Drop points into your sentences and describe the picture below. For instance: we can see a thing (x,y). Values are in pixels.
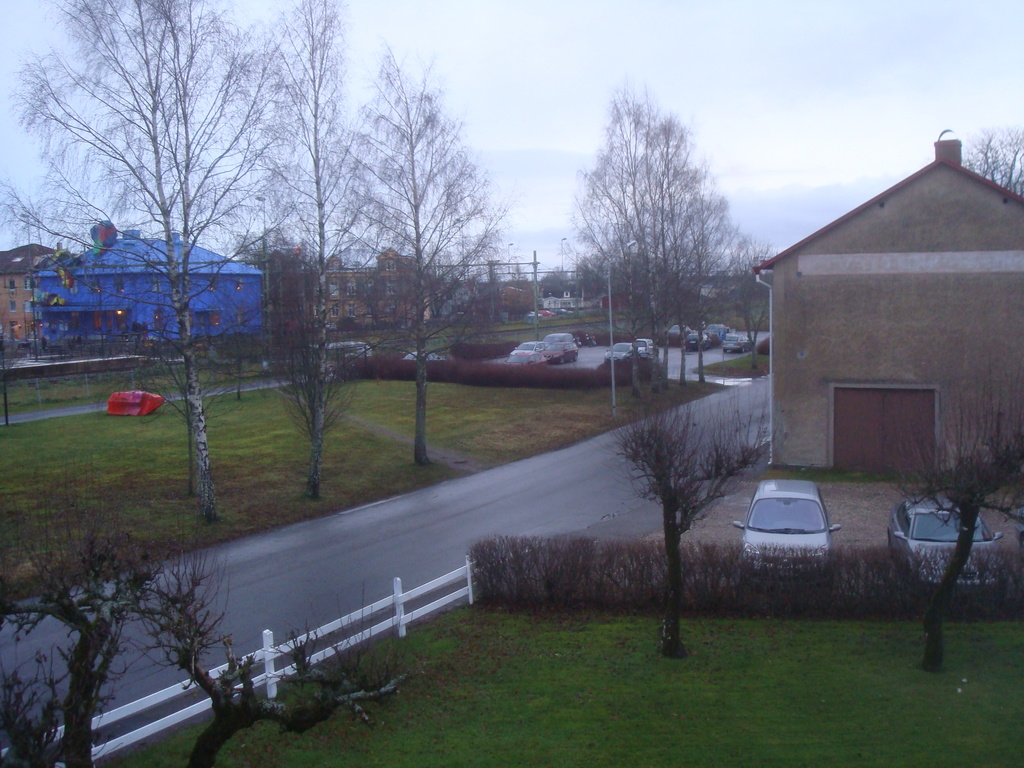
This is an outside view, in this image at the bottom (965,656) there is grass (792,670), fence (430,609) and some plants (958,543), cars (952,534), house (911,377) and in the center (527,469) there is a walkway (516,473). And in the background (261,355) there are some houses (67,320), trees (587,278), vehicles (689,330) grass (222,435) and on the top of the image (537,107) there is sky (556,55).
